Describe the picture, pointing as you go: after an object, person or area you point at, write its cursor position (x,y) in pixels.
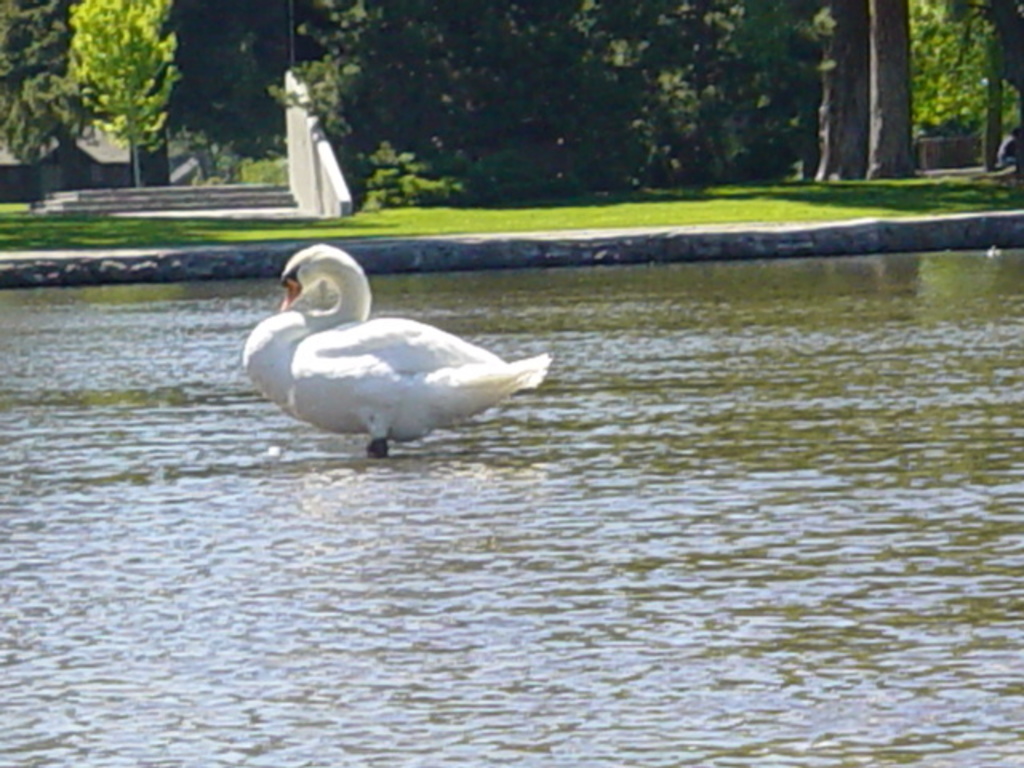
In this picture we can see a swan (337,397) standing in the water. Behind the swan (334,373) there are trees (488,153), wall (307,136), steps (193,191) and grass (554,210). Behind the trees (15,62), it looks like a house (68,169).
